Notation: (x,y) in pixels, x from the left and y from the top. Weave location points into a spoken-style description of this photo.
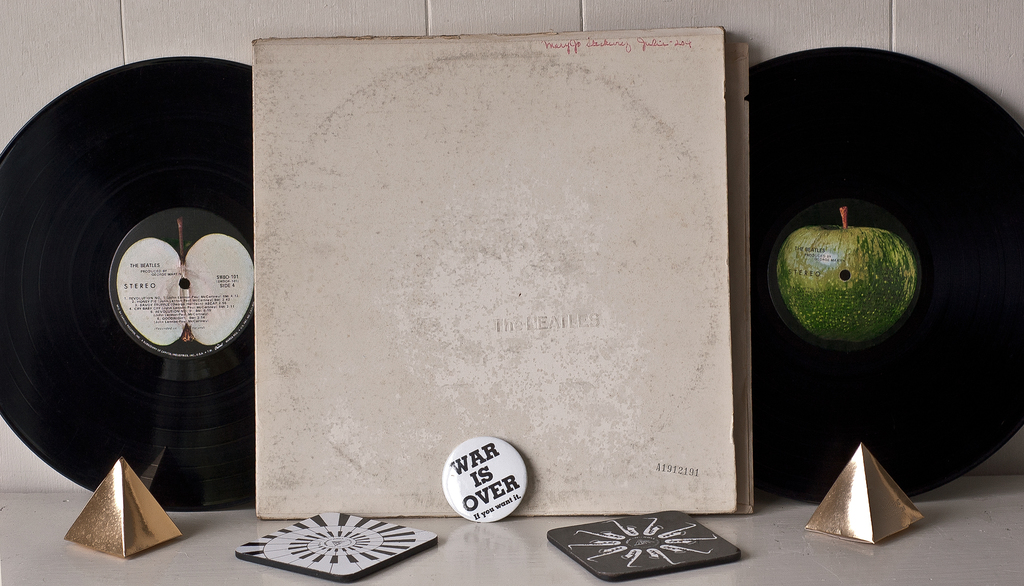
In this image we can see a board (504,370), discs (217,470) and few objects (507,472) on a white surface (756,547). In the middle of the discs (887,296) we can see the fruits (140,277). In the background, we can see the wall (535,18).
